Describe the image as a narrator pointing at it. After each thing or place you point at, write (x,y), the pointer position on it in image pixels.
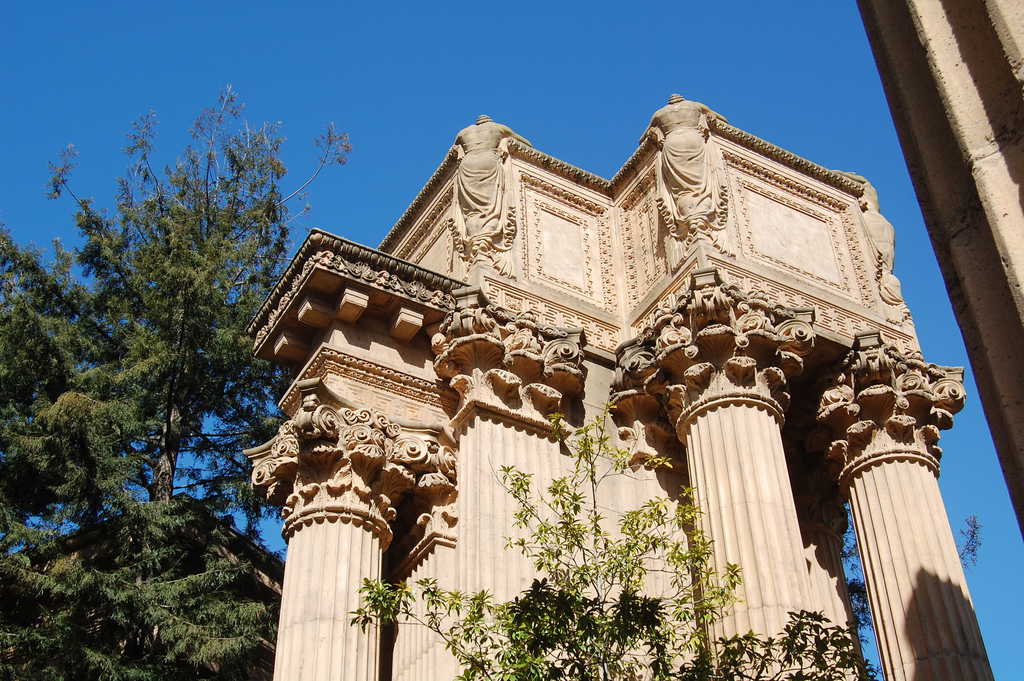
In this picture there are trees (487,647). In the foreground (491,378) it looks a building (930,236) and there are sculptures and there is a floral design (506,375) on the wall (553,298). At the top (206,47) there is sky (319,10).
